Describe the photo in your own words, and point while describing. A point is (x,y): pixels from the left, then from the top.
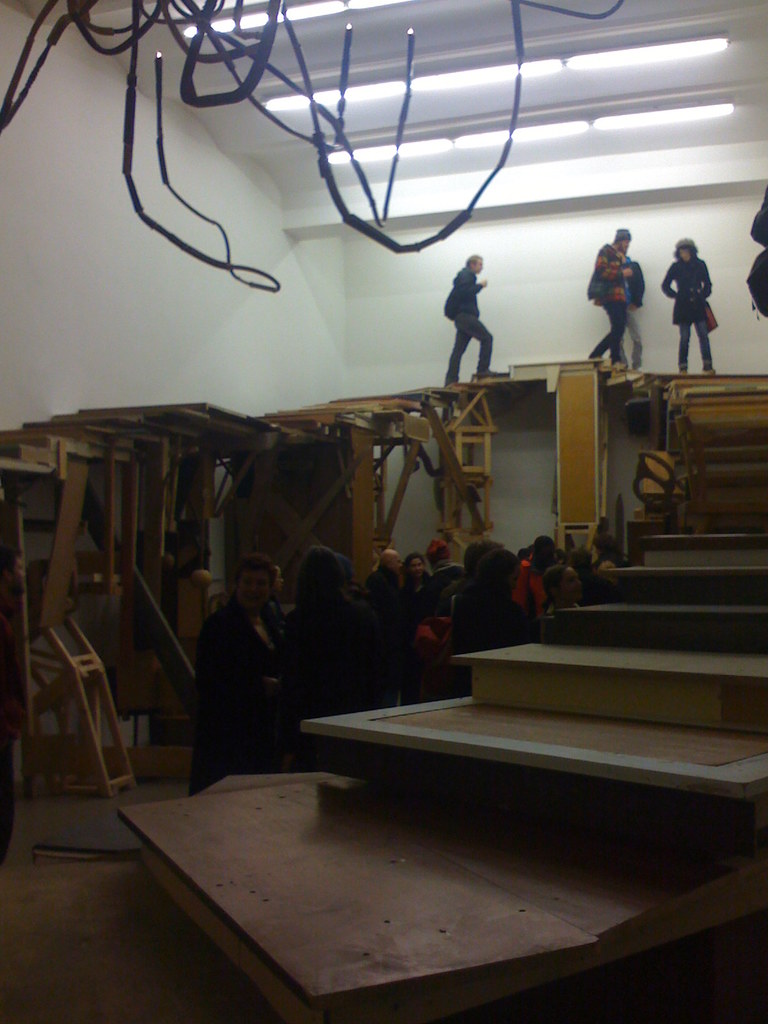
In this image there are people (246,669) and we can see stairs (498,698). In the background (220,339) there is a wall (374,287). At the top (495,131) there are lights (450,72) and wires (192,67).
